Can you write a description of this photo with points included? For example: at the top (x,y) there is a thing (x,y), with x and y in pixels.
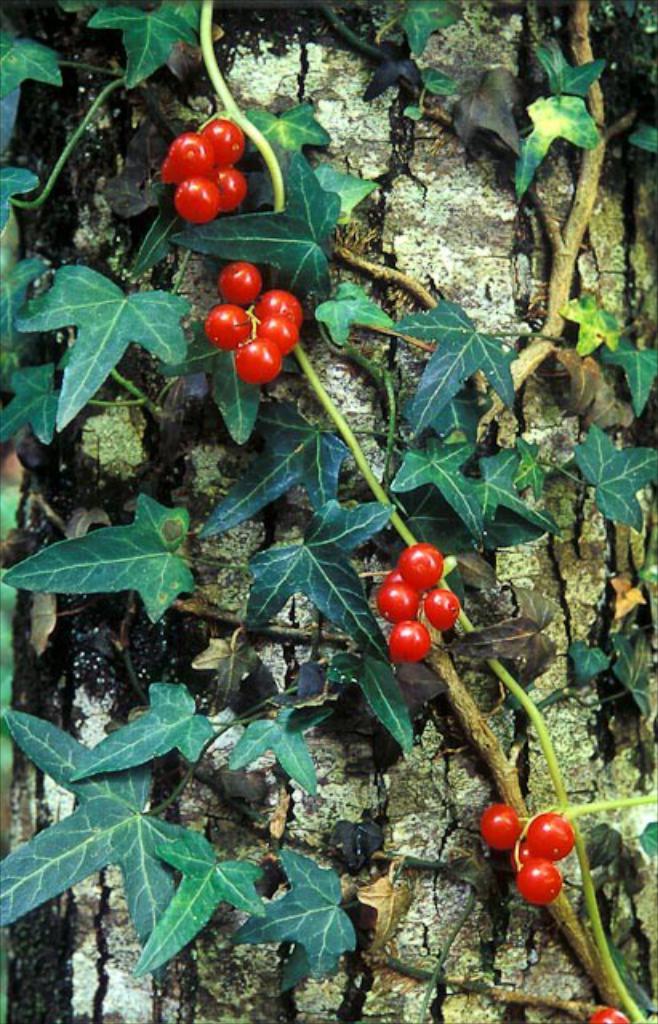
In this image we can see there are plants (229,645) attached to the trunk (453,214) and there is a red color object (212,170) looks like a cherry (264,379).
